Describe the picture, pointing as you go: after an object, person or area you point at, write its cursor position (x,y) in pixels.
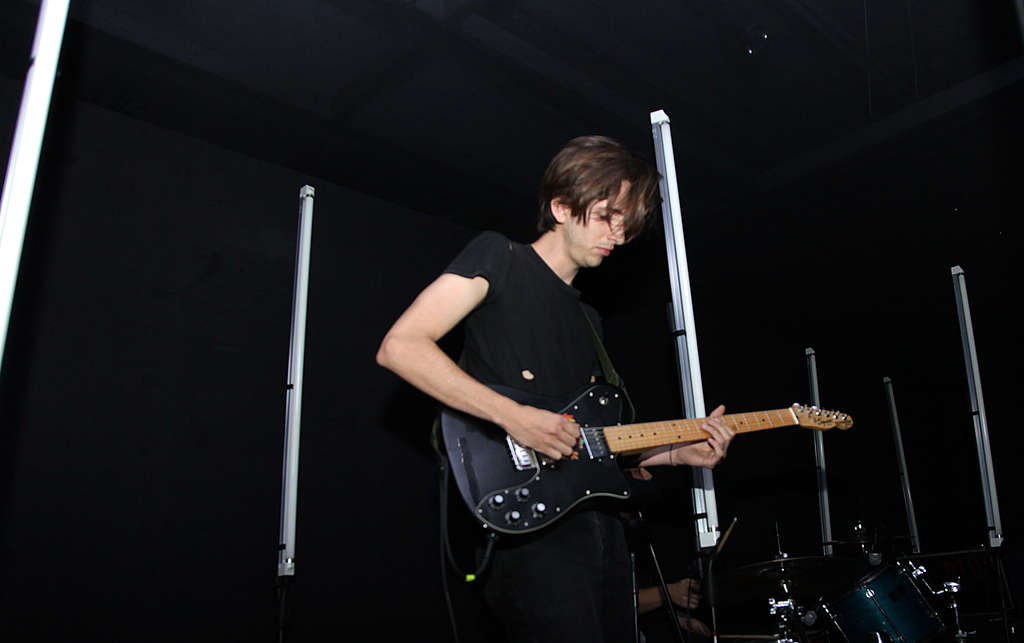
There is a person (541,299) in black color t-shirt (544,315), standing, holding and playing a guitar (595,420). Back to him, there is another person (665,619) sitting and playing drums (884,593), near a tube lights (693,322), which are arranged vertically on the stage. The background (660,42) is dark in color.
